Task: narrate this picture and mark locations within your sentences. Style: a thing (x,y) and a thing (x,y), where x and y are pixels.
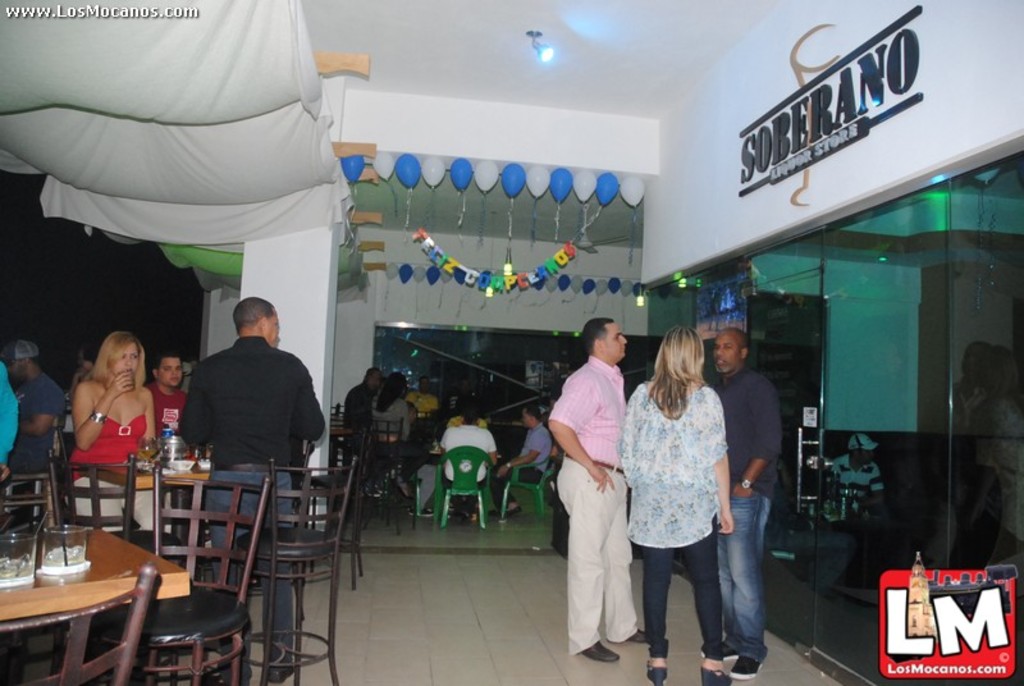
This image consists of many persons (74,460). It looks like a restaurant (491,457). On the left (184,608), there are chairs (184,608) and tables (163,594). At the top (165,118). there is a white cloth (262,184). At the bottom (474,632), there is a floor (474,616). On the right (880,501), there is a glass door (862,425).
